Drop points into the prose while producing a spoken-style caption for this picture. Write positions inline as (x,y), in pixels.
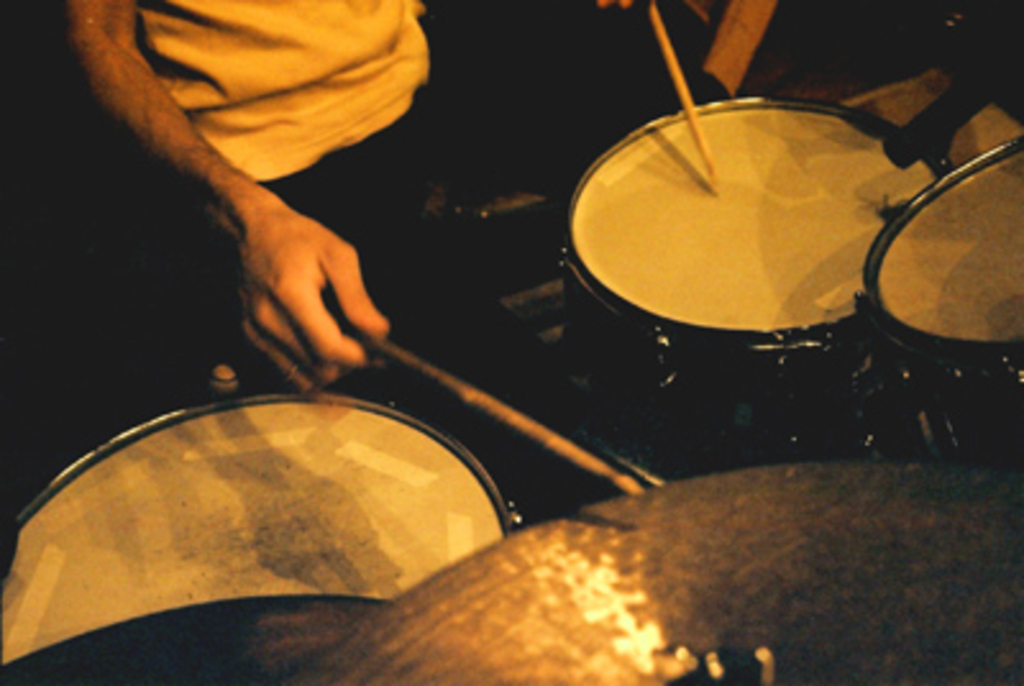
In this image I can see a man (369,171), a drum set (350,563) and I can see he is holding two sticks (671,74). I can also see he is wearing yellow color dress (318,100) and I can see this image is little bit in dark.
